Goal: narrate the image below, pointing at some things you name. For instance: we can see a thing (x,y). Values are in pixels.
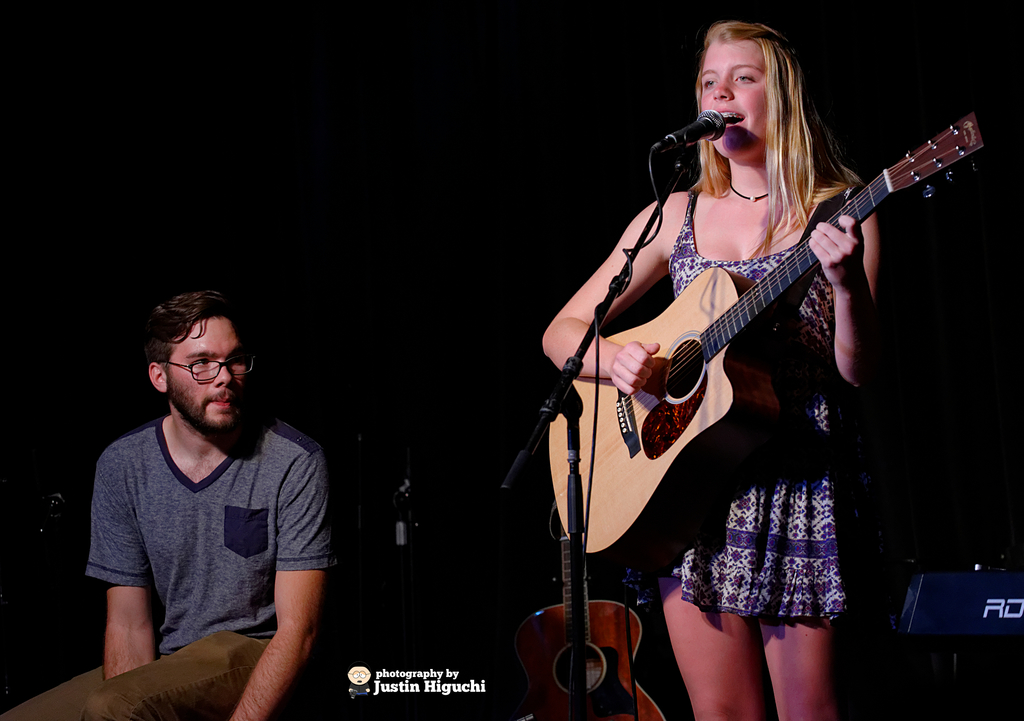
Here we can see a woman (588,365) playing a guitar (636,525) and singing a song with a microphone (714,113) present in front of her and beside her we can see a man (292,594) sitting and there are guitars (560,535) present here and there
